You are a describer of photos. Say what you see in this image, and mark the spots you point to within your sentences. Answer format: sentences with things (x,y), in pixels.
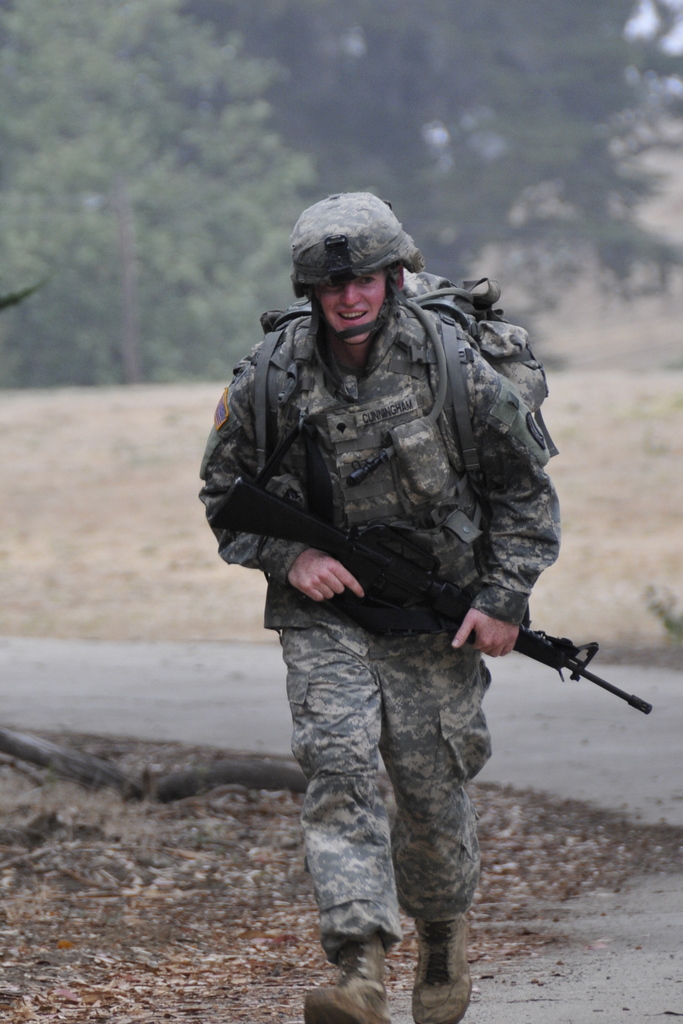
There is one man (333,569) running and holding a gun (451,629) and wearing a backpack (460,357) in the middle of this image (430,563). There are trees (66,312) in the background (140,281).
